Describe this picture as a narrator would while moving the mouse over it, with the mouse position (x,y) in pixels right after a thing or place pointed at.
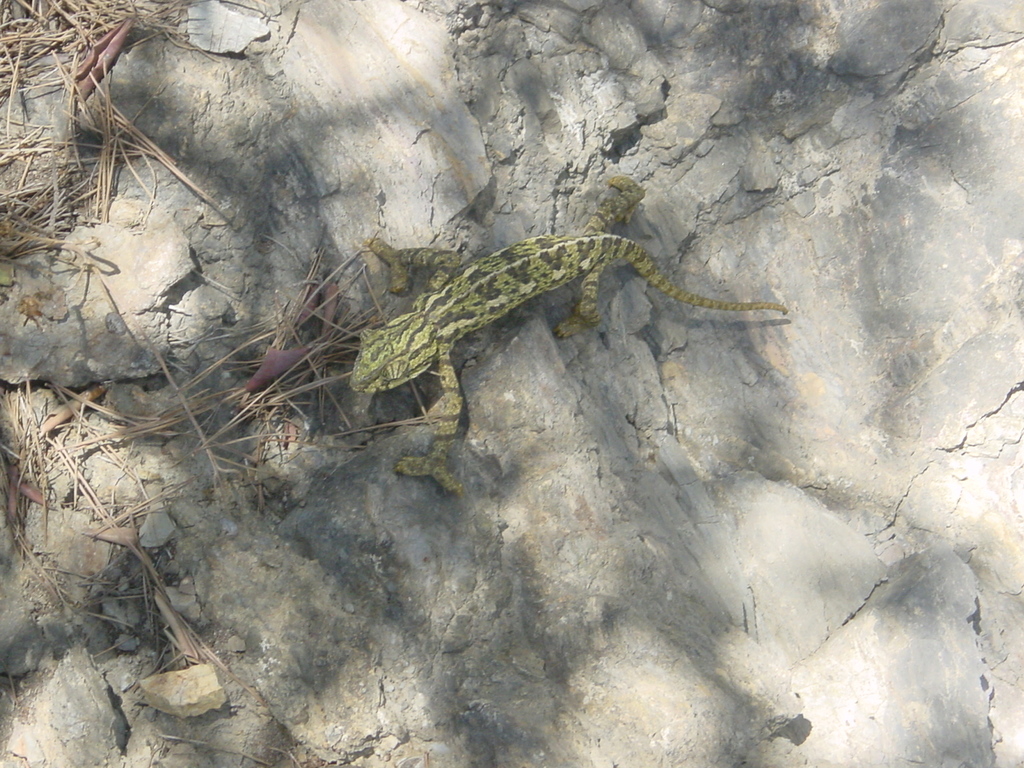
In this image I can see a reptile (470,305) which is green in color on the rock surface (509,163) which is ash in color and I can see some grass (11,462) which is brown in color on the rock (595,429).
